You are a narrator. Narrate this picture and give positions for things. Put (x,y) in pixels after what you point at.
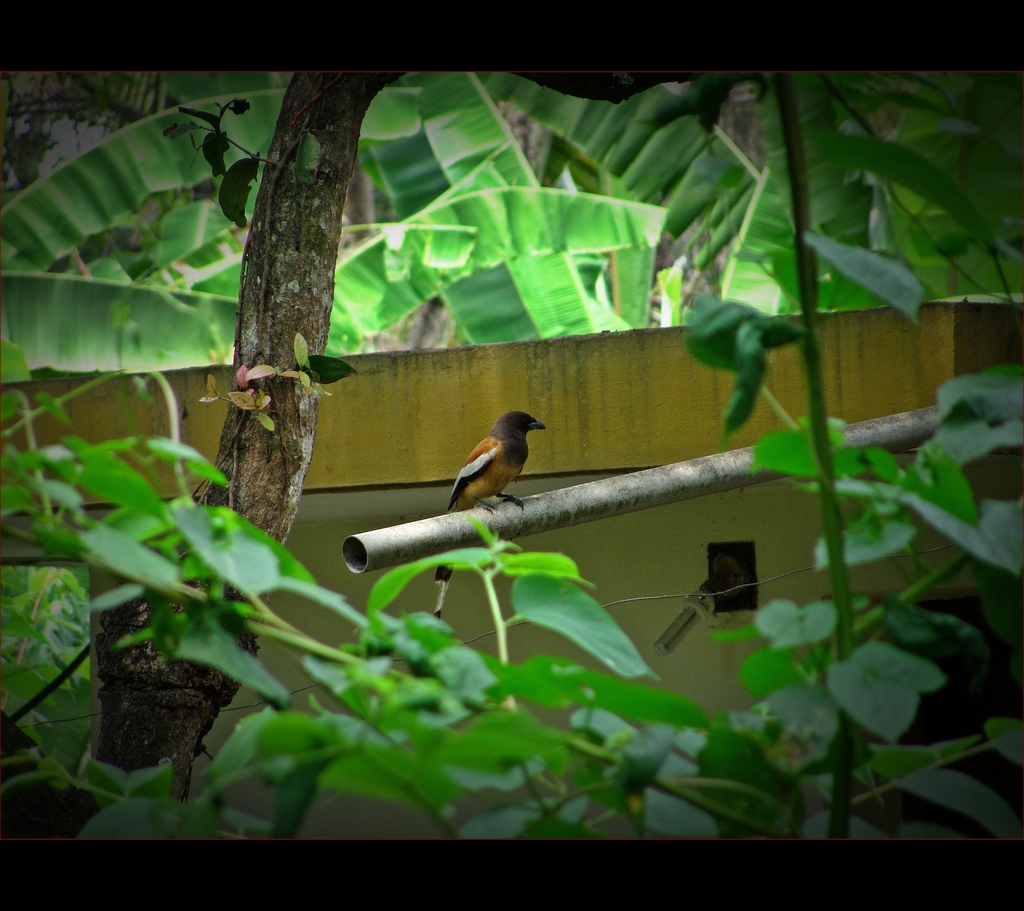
Here in this picture we can see a bird (518,464) present on a pole (504,538) and we can also see plants (470,556) and trees (419,241) present over there.
